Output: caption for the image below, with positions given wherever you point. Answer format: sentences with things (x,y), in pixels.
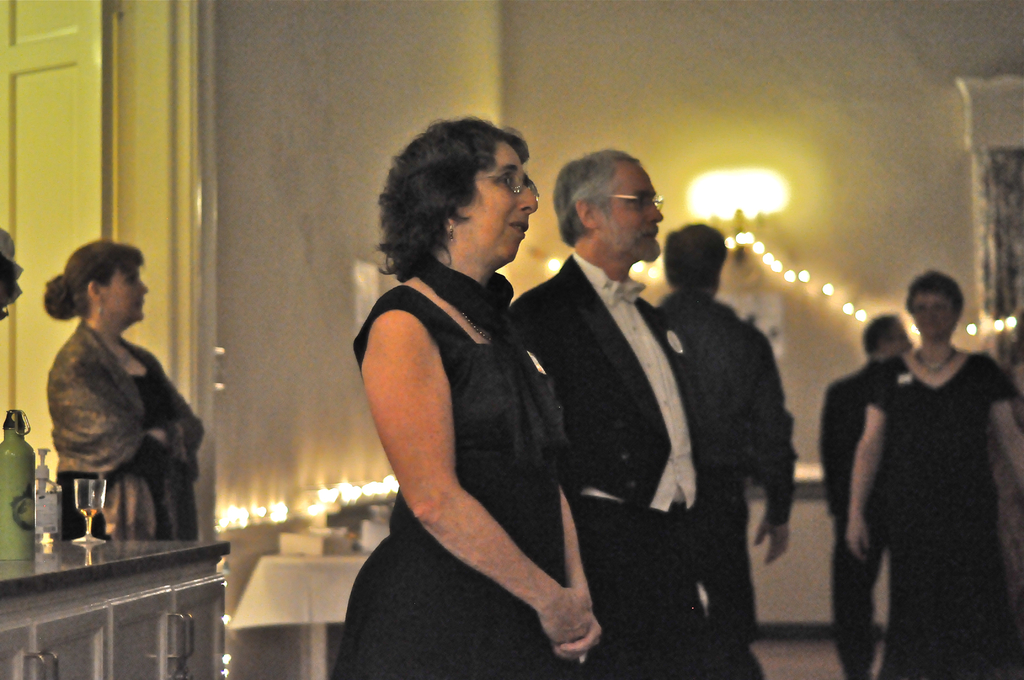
In this image there are so many people (682,577) standing in room (799,638), beside them there is a table (148,584) with bottle (28,519) and glass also there are some lights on the wall (667,221).
